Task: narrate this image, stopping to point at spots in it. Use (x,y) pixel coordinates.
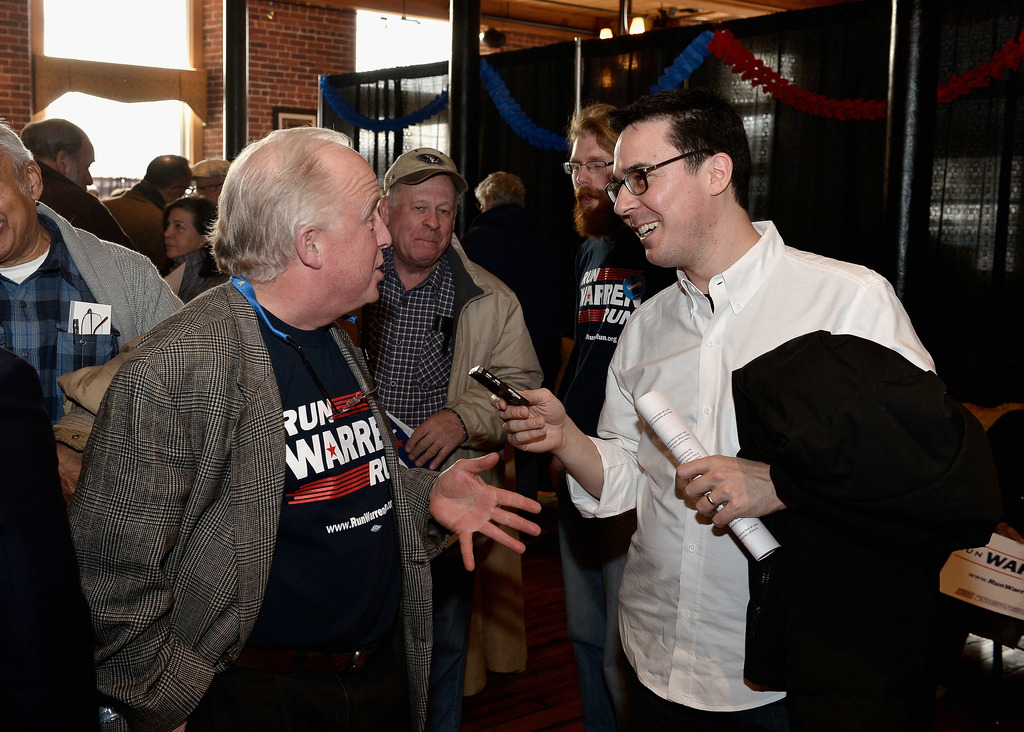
In the foreground (429,515), I can see a group of people (542,398) on the floor (524,564) and some objects (1020,555). In the background (168,80), I can see a wall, windows (435,44) and metal objects (577,84). This image is taken, maybe in a hall (398,351).
